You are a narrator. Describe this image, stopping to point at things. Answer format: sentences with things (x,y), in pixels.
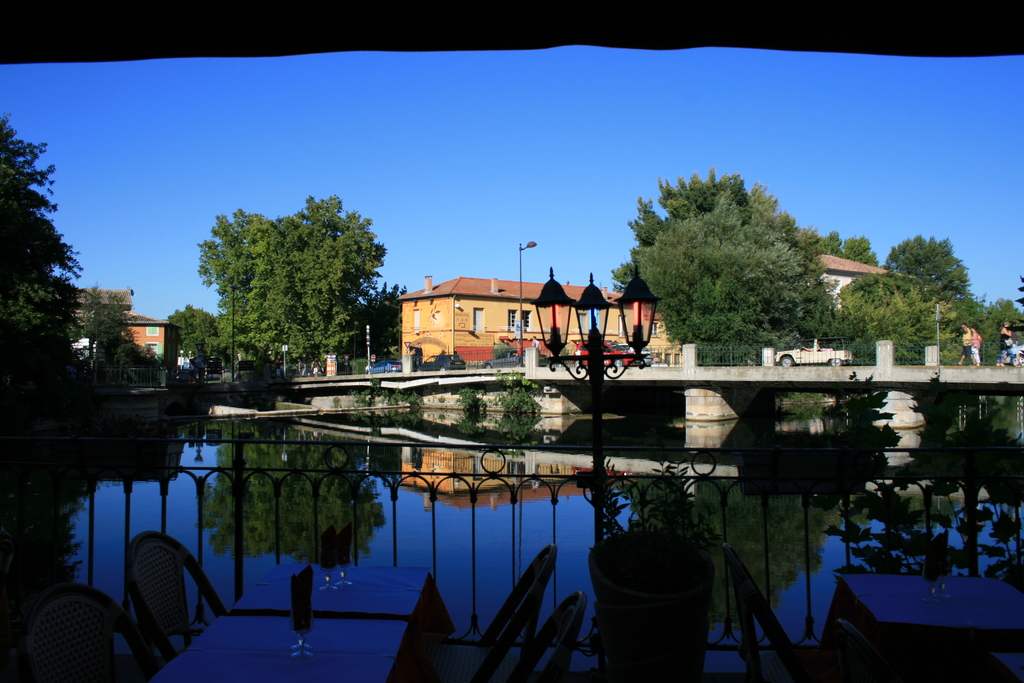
In this image we can see a buildings (447,349), trees (721,281), light poles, there are few people (977,350) walking on the bridge (906,373), there is a vehicle (827,346), also we can see the sky (155,136), and we can see all those reflections (370,479) on the water (822,411), also we can see the chairs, tables (274,601), railing (472,496), and there are glasses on the table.
